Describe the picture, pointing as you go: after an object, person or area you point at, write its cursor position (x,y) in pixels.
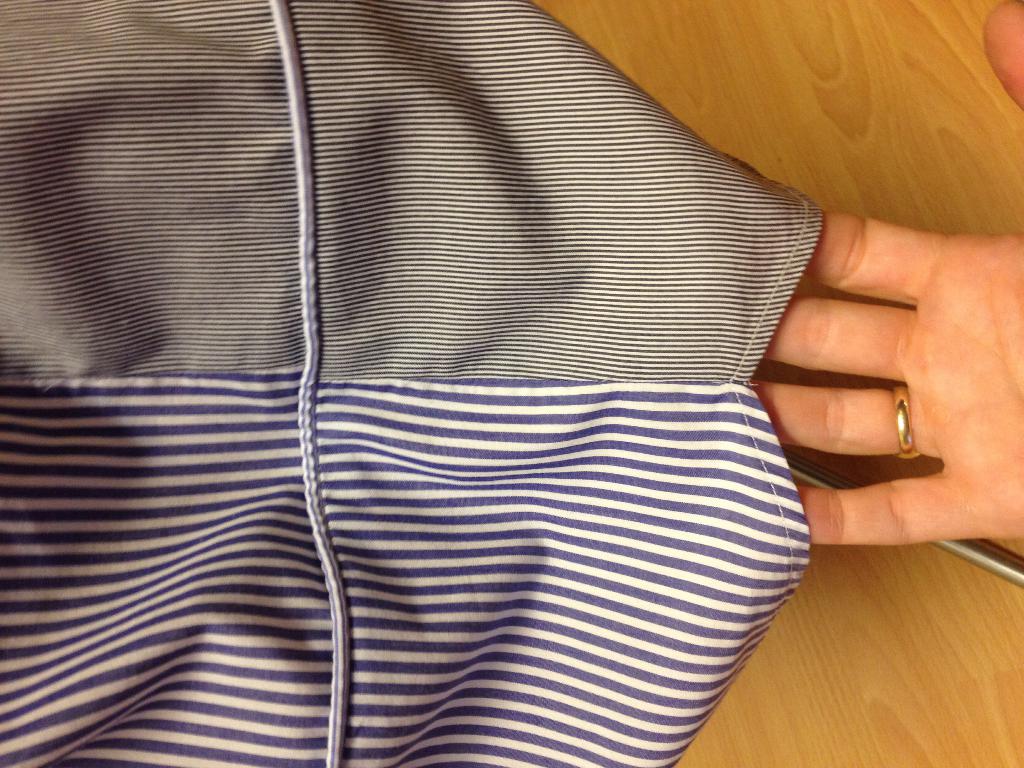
In this image I can see a cloth (393,262), a hand (849,270) of a person (905,372) and over here I can see a golden colour ring (897,413) on this finger (864,434).
